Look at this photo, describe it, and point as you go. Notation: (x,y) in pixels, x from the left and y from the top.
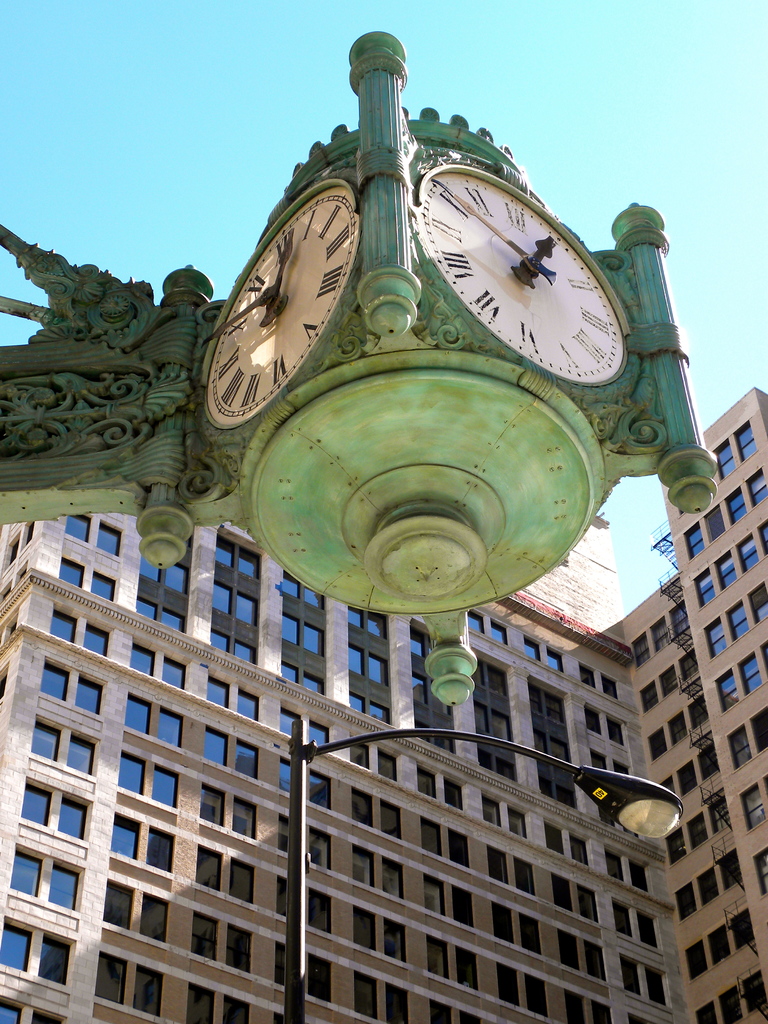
In the foreground (405,450) I can see a building (296,692), windows (319,834), street light (294,934) and two clocks (482,242) mounted on a wall (401,346). In the background (610,57) I can see the blue sky (206,113). This image is taken may be during a day.
